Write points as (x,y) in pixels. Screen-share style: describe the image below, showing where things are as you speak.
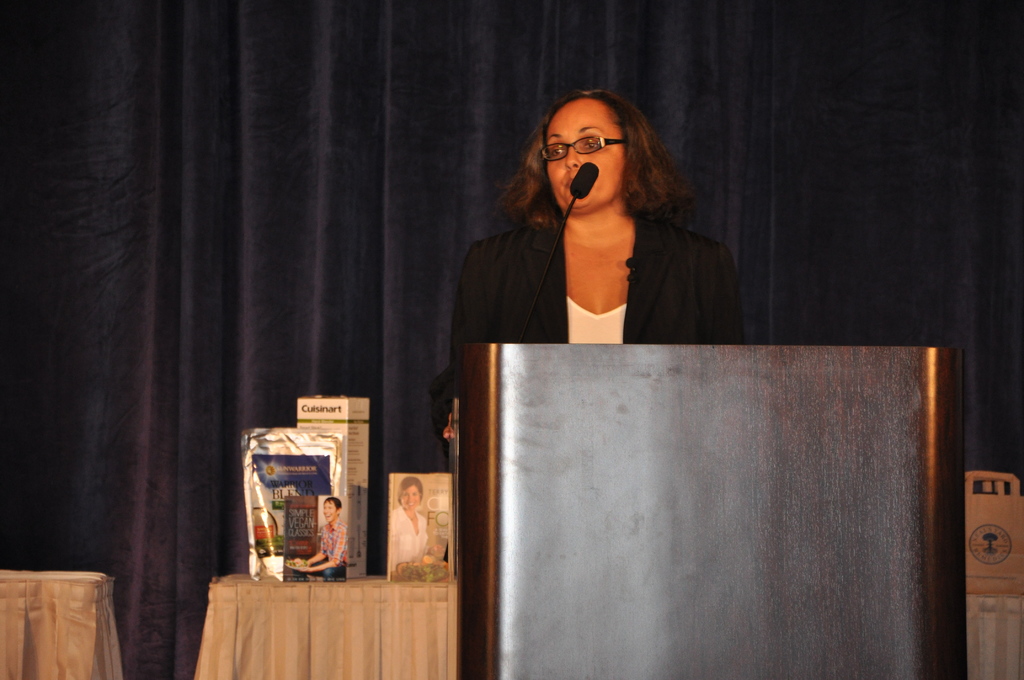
In this picture we can see a woman (606,324) standing and talking in front of the mike (587,170), side we can see some boxes (322,581) are placed on the table (295,622), behind we can see the curtain (457,266).
